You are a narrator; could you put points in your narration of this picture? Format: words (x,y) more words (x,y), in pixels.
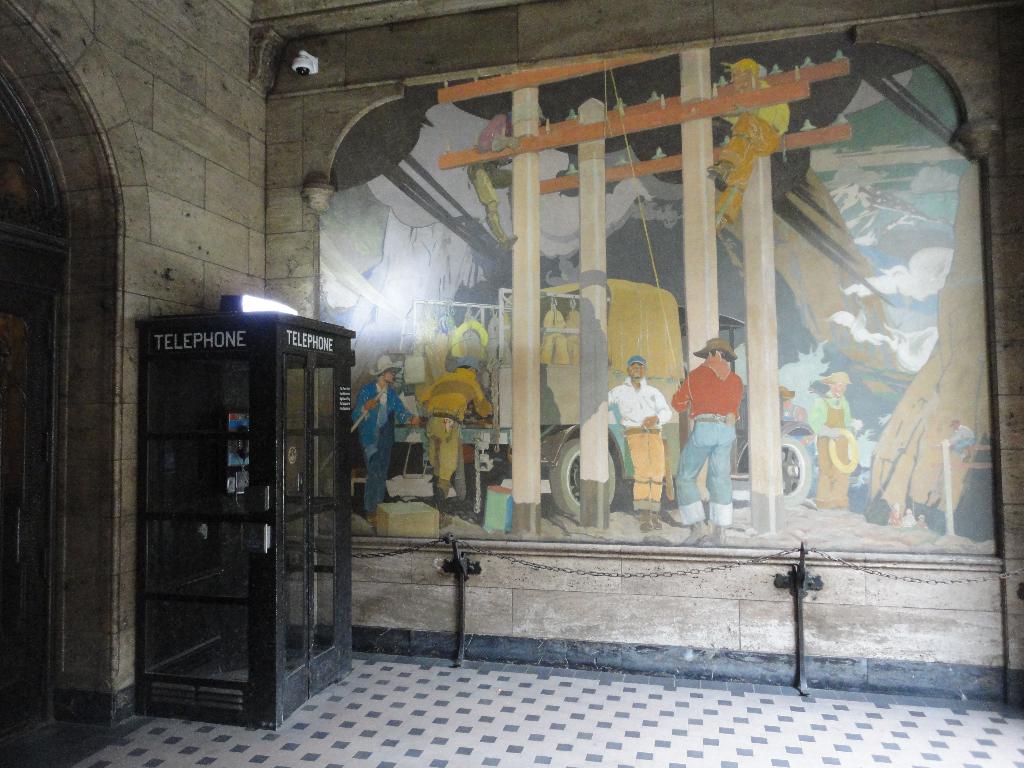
This looks like a wall painting (586,394) on the wall (439,600). I can see an iron chain (589,573), which is hanging to the poles (806,577). This looks like a telephone booth (233,573). I can see a security camera (300,61), which is attached to the wall (291,90). This looks like an arch (80,173).
